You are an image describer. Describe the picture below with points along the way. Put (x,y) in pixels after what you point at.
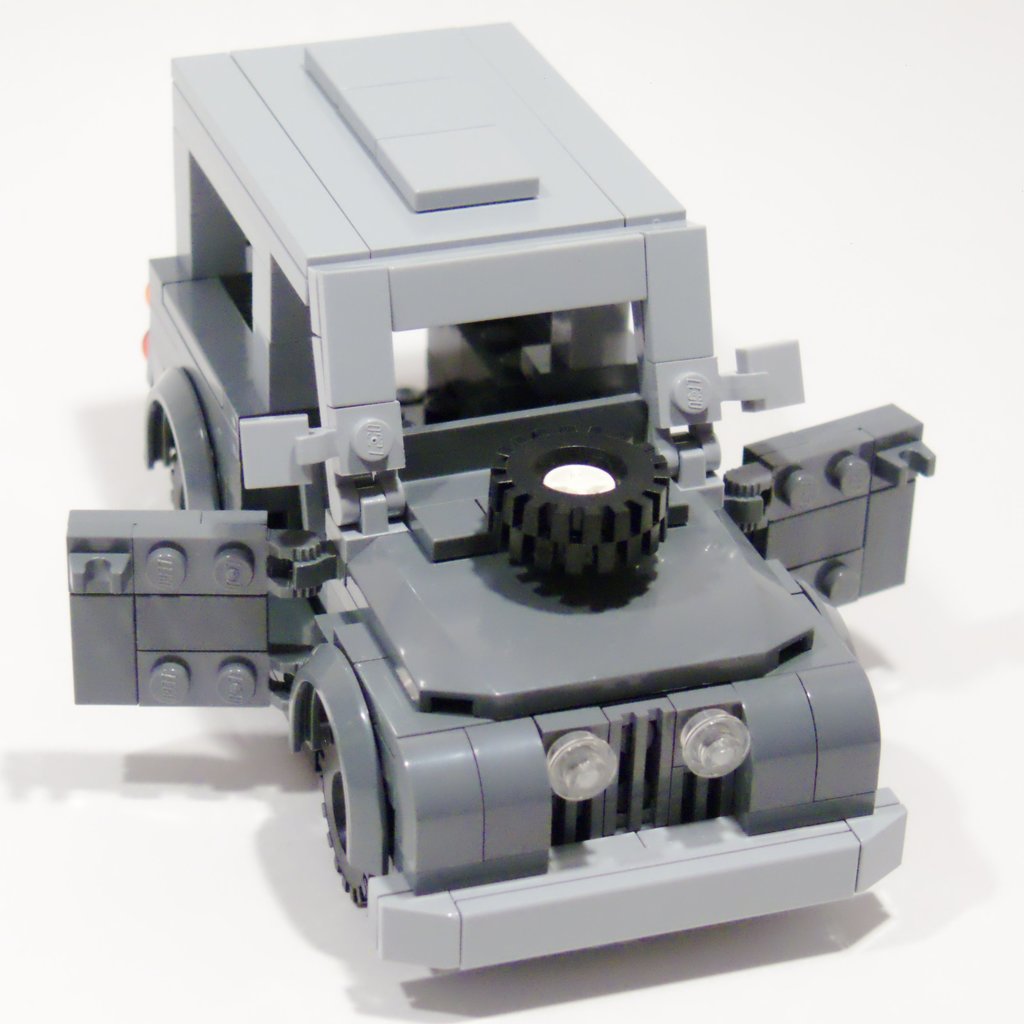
In this picture we can see a lego toy (329,547) on an object (120,837). Behind the toy (344,571), there is a white background (106,281).
